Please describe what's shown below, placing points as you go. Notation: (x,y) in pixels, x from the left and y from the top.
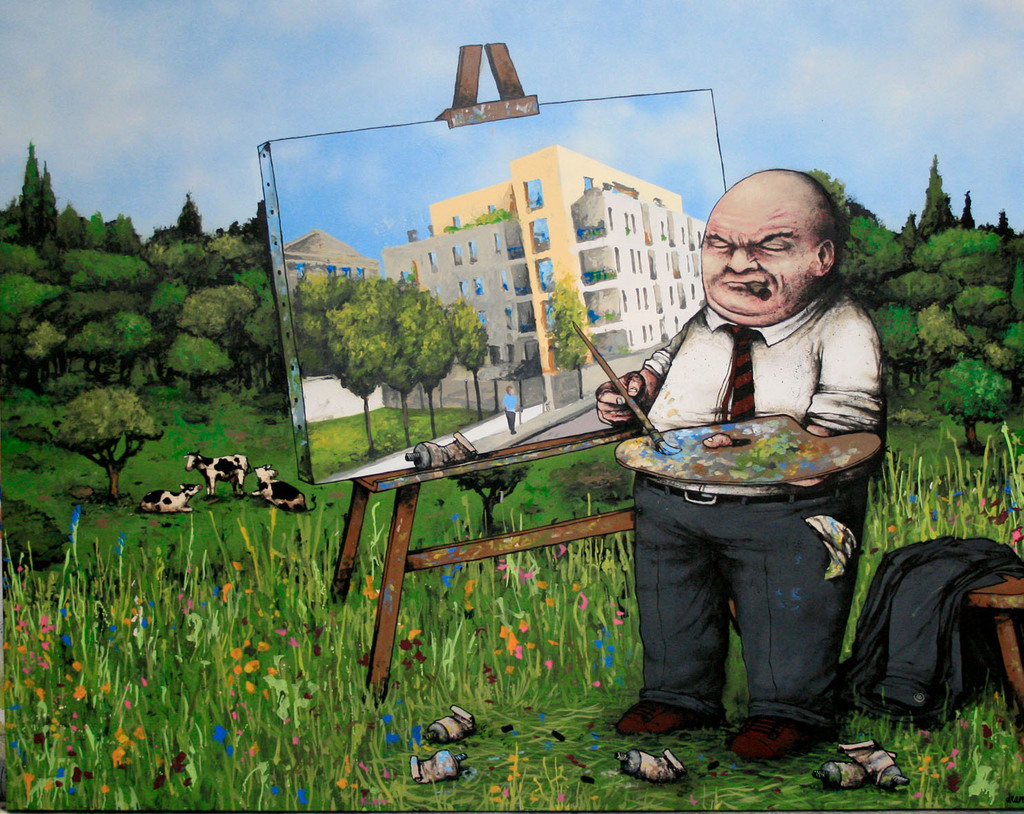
As we can see in the image there is painting (653,514) of plants (457,586), animals (213,473), grass (215,519), trees (96,283), sky (56,183), a man (793,377) holding brush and there is a board (617,281). On board (574,399) there is building (548,256).
